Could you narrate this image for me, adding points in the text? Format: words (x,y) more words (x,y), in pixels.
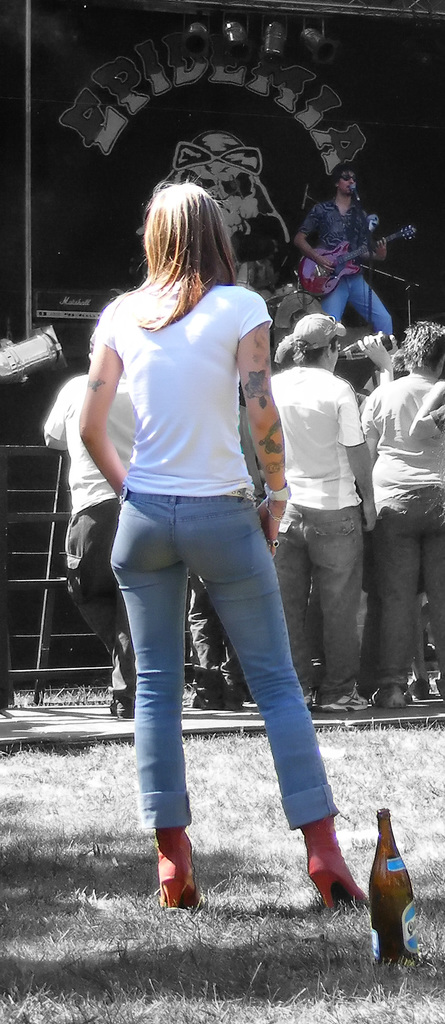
A woman (154,601) is standing behind beer bottle (387,869). In the background (300,402) there are people (417,357) watching a person (360,232) playing guitar (383,237) on a stage (252,258).
